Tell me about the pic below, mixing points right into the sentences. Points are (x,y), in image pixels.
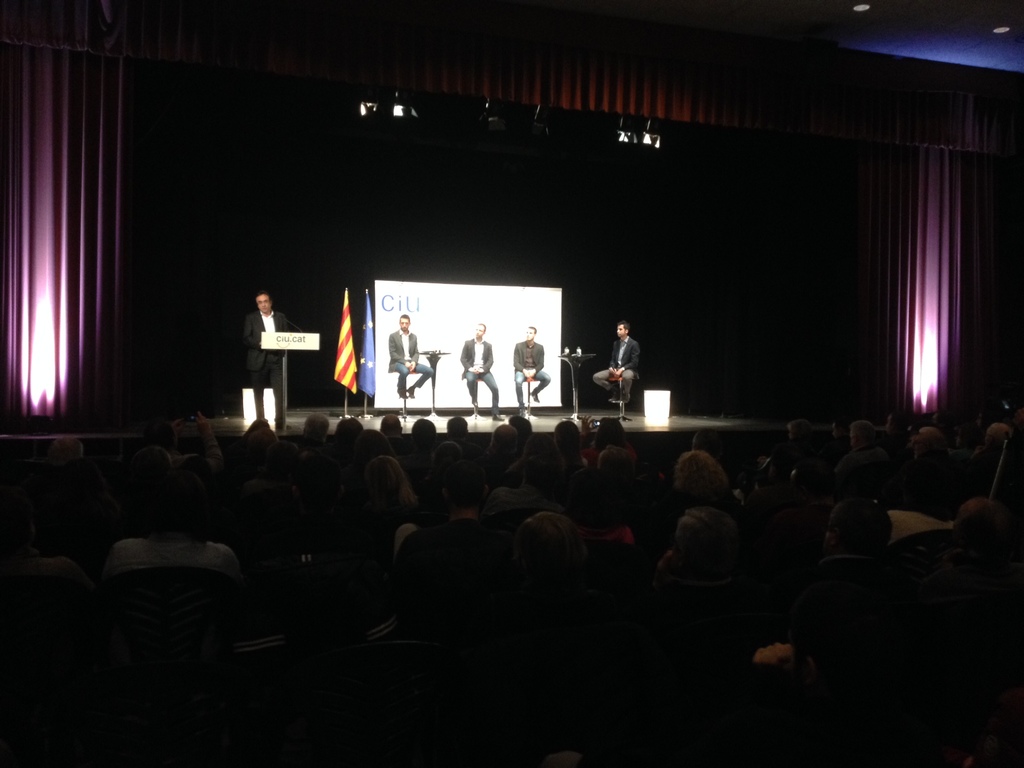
In this picture I can see people (516,387) among them some are on the stage (589,365). On the stage (293,413) I can see some people (485,365) are sitting and a man (273,362) is standing in front of a podium (272,343). I can also see some lights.
